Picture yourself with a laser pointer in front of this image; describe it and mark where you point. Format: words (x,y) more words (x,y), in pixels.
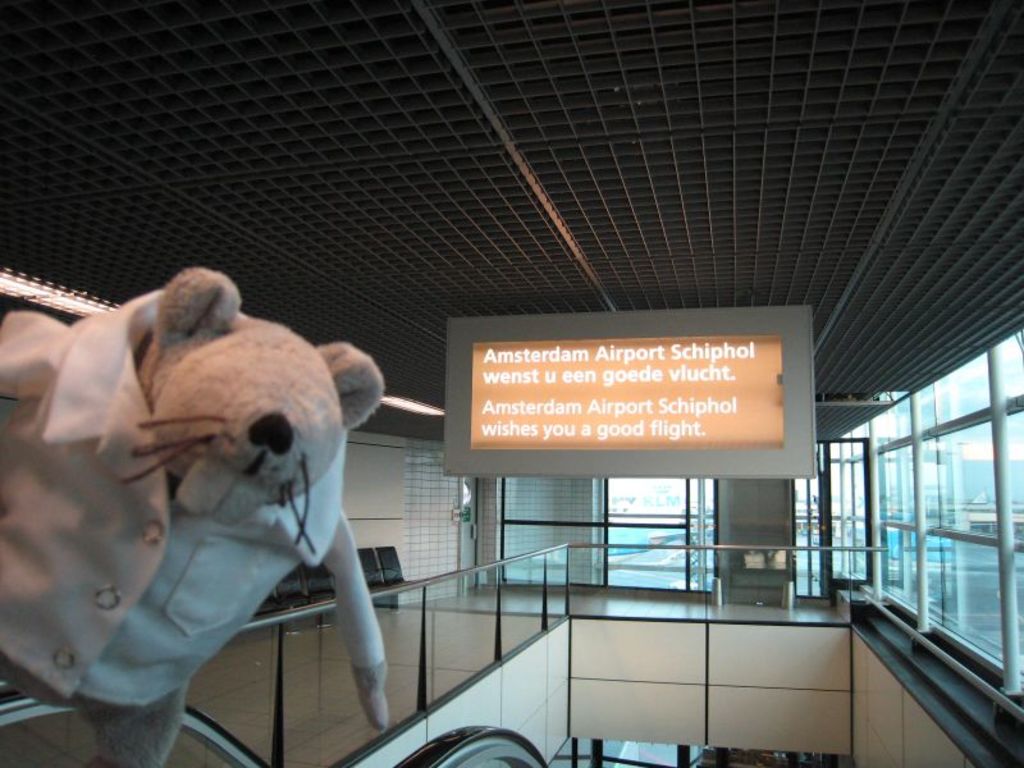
In this picture I can observe a teddy bear (104,449) on the left side (60,496). In the middle of the picture (604,388) I can observe a board (593,435). In the background (616,528) I can observe a glass door (654,535).
